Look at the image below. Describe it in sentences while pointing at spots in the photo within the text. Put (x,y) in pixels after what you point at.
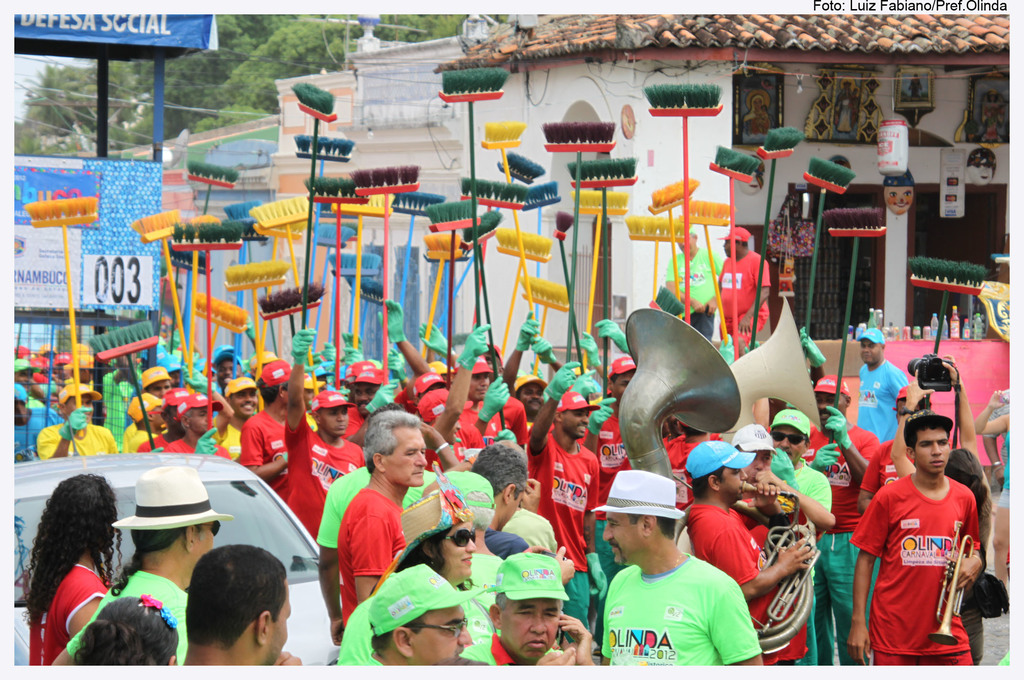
In this picture I can see few people (250,420) standing and they are holding brooms (429,241) in their hands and I can see few are holding musical instruments (815,540) and I can see a human (966,408) holding a camera (911,369) in his hands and I can see buildings (540,157), trees (247,51) in the back (599,79) and I can see a car (131,481) and looks like a metal check post (84,48) in the back (86,35) with some text (63,22) and few people (512,558) are wearing caps (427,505) and I can see few photo frames (869,115) on the wall (810,88).
